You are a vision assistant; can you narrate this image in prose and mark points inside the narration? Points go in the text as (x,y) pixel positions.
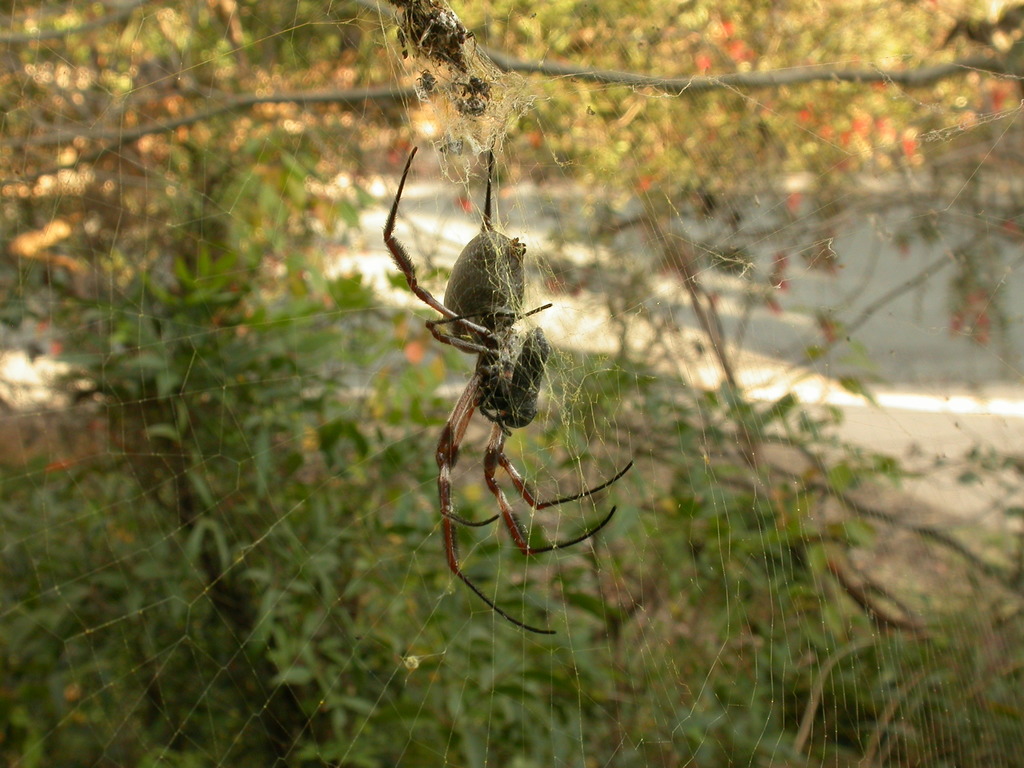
There is a spider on the web (572,397). In the background (588,262), there are trees (974,558), plants (718,705) and there is ground (415,236).
